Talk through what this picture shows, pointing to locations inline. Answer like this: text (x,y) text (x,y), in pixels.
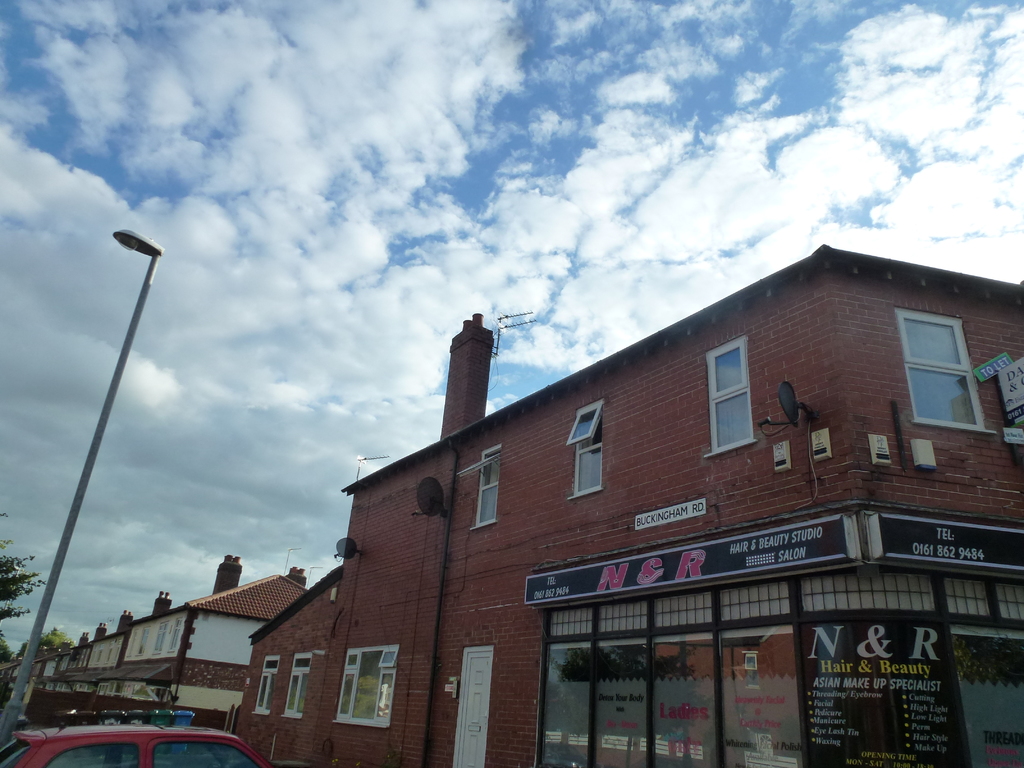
In this image there are buildings (352,650) and in the front (630,584) on the building (775,621) there is a board (653,564) with some text (862,668) written on it. On the left side (216,758) there is a car (153,749) which is red in colour and there is a pole (51,580) and there is a tree (20,589) and the sky (514,182) is cloudy.
